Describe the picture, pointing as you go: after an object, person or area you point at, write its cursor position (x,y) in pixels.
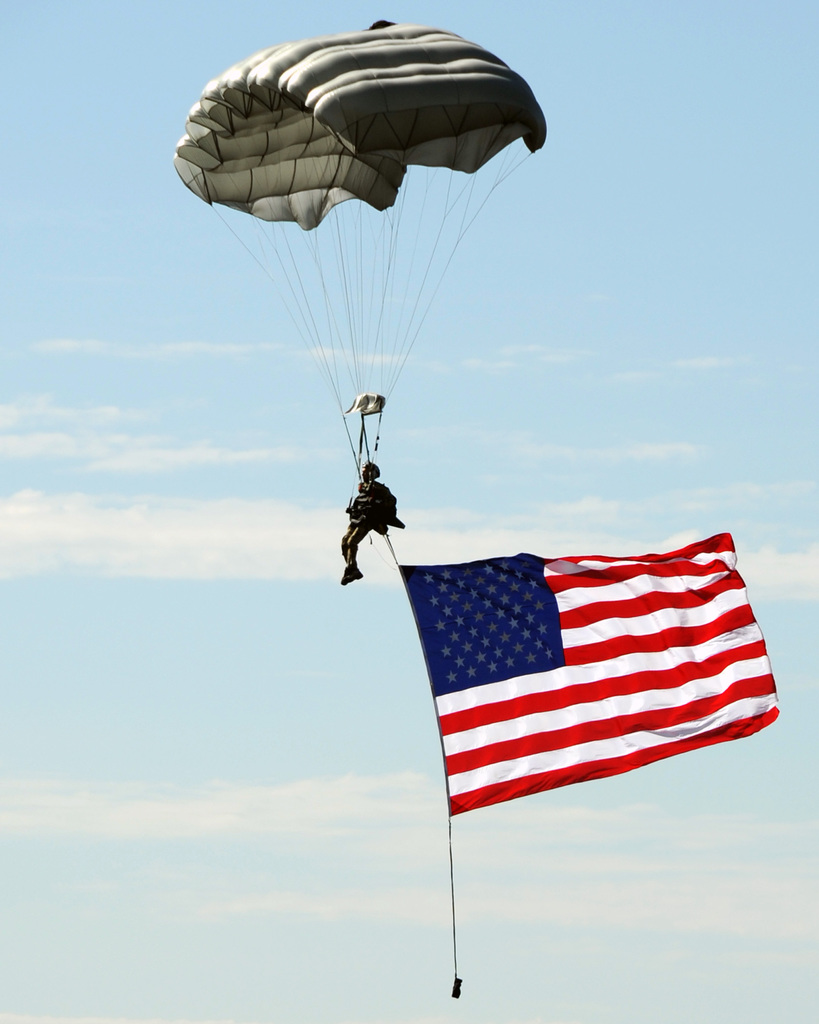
In the image there is a person (366,530) flying in the air (310,596) with parachute (359,117) on the top (324,180) and a flag (514,642) below it and above its sky (165,500) with clouds (276,539).
